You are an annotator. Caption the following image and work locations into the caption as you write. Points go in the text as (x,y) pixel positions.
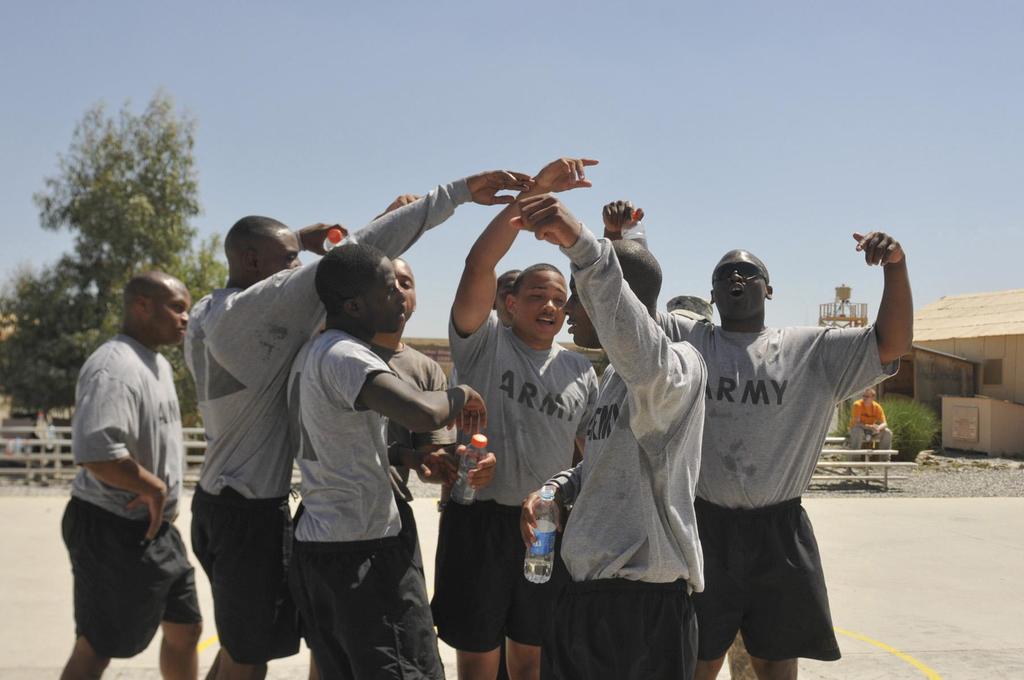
In this image I can see a group of people (600,331) standing seems like they are dancing. I can see some of them are holding water bottles (460,487) in their hands (525,529). I can see wooden fence (43,444) and trees (55,297) behind them I can see a wooden house (979,381) and a person (851,423) sitting on a wooden bench (846,451) on the right hand side (875,440). At the top of the image (317,98) I can see the sky (700,54) at the bottom of the image (947,585) I can see the ground (943,592).
